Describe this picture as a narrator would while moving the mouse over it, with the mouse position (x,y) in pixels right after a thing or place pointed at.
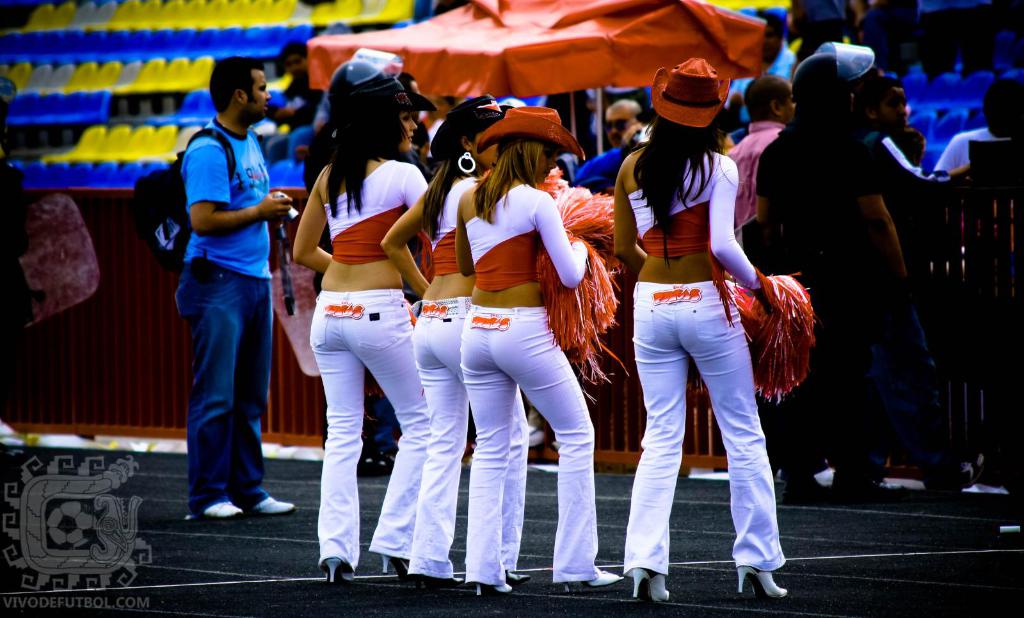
In this image, we can see few people (412,311) are standing on the ground (902,592). Here we can see few are holding some objects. Background (289,375) we can see a barricade (85,336), chairs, umbrella (630,47). Few people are sitting. Left side (51,567) bottom of the image (62,535), we can see a watermark (40,543).
